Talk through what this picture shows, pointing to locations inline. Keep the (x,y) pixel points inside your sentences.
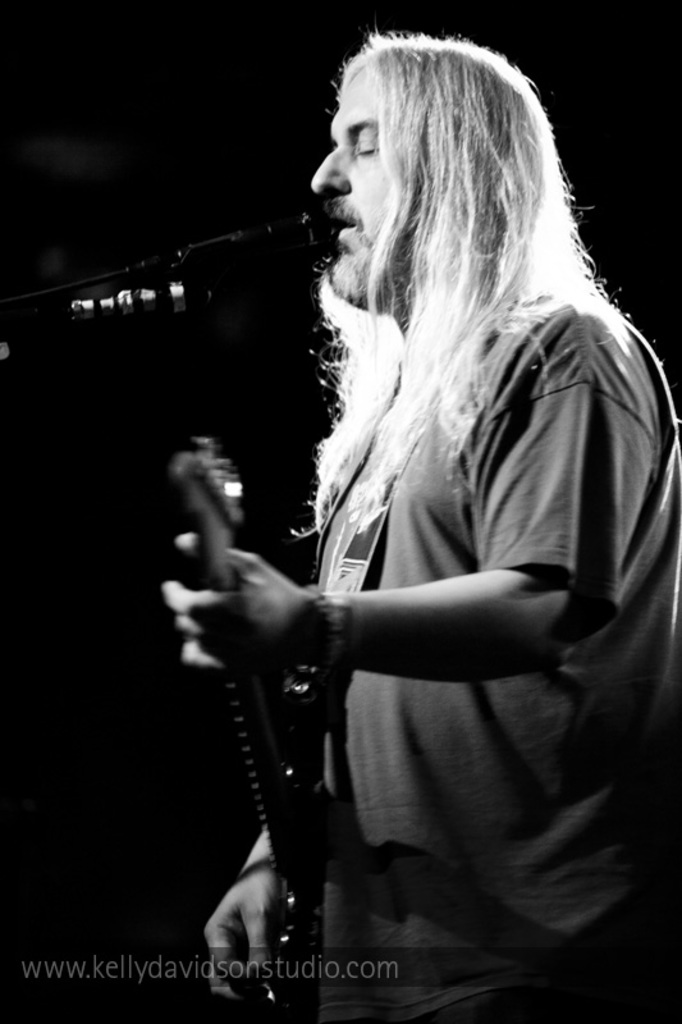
In a picture there is only one man (463,770) playing a guitar (327,763) and singing in the microphone (311,244) and he is wearing a t-shirt (501,787) and having a long hair (430,382).
